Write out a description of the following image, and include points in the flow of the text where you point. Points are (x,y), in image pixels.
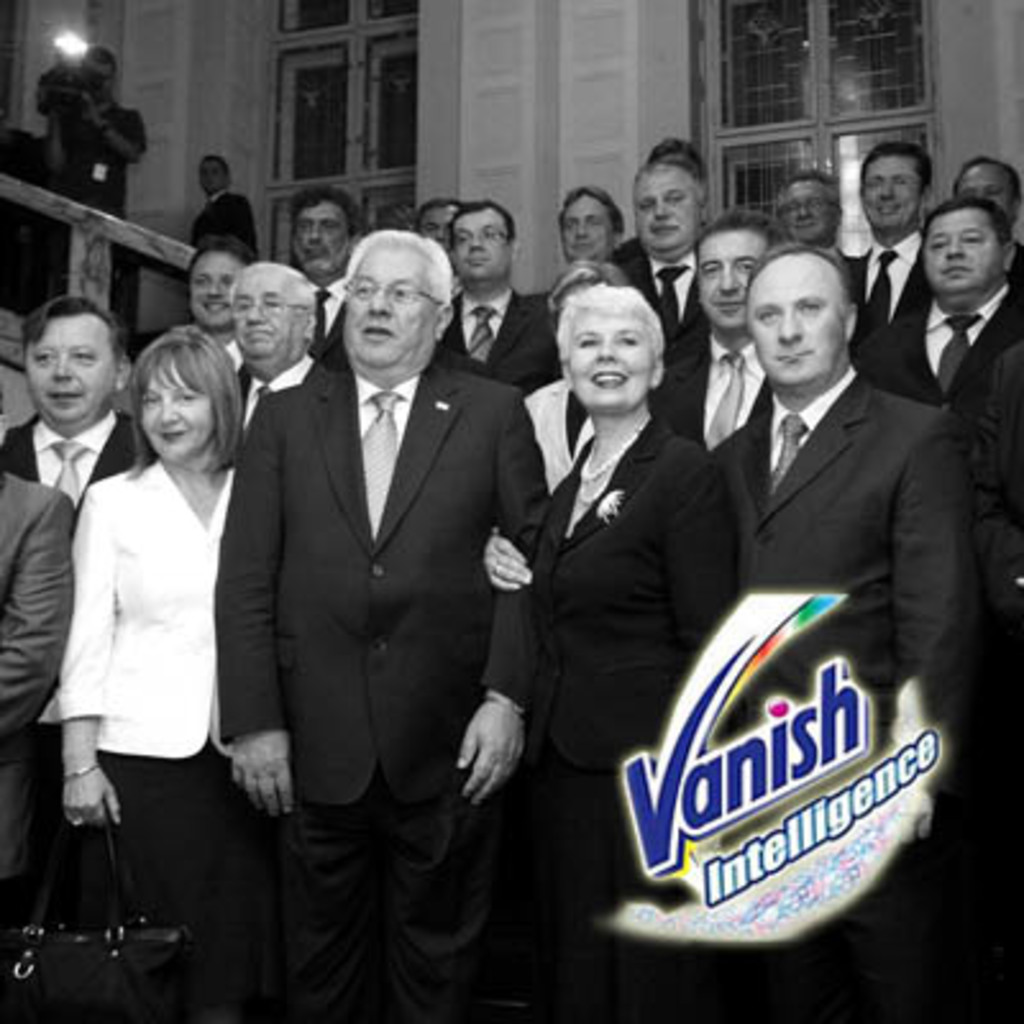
Here people (626,530) are standing, a man (106,166) is holding video recorder (79,91), here there are windows (313,142).
